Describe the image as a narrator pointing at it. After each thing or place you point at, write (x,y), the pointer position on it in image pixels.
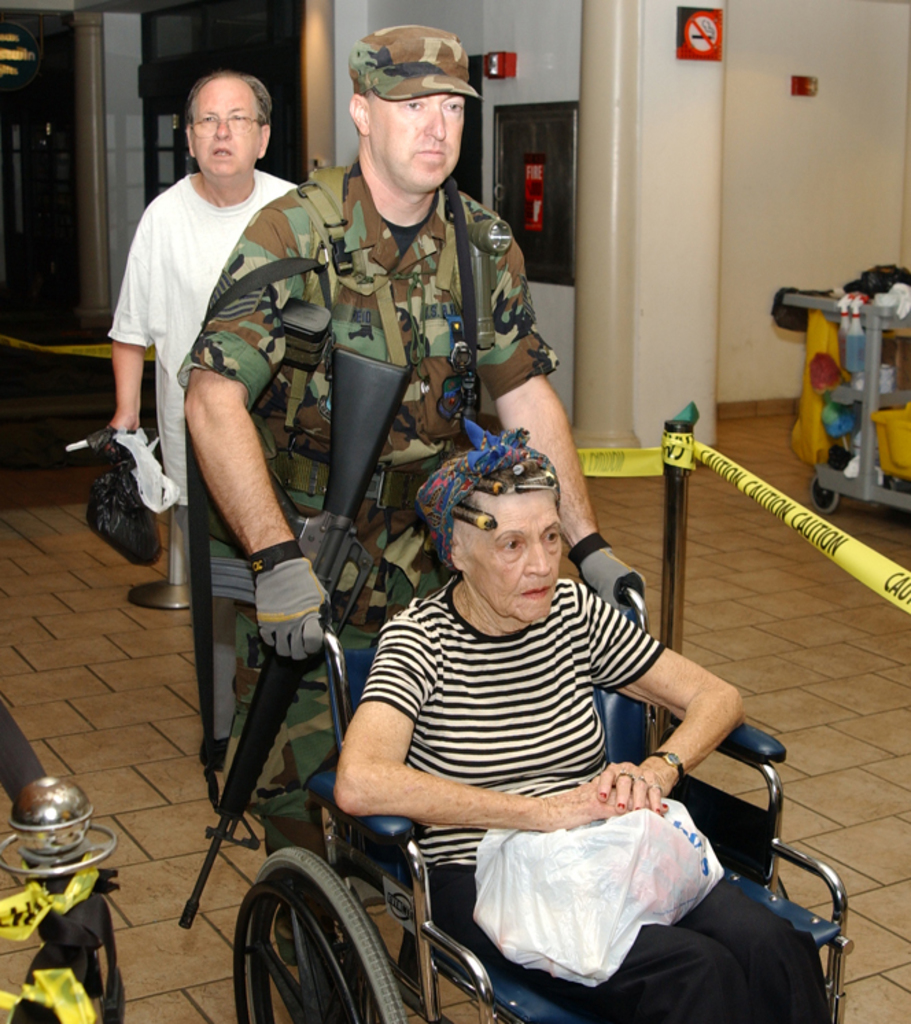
In this image there is an army personnel (295,480) holding the wheelchair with a woman (410,610) in it, behind the army personnel (441,585) there is a man (173,217) holding a bag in his hand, in the background of the image (586,464) there are metal rods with fence (627,464), there are pillars (607,264), fire extinguishers (532,206) and sign boards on the wall (660,179) and there is an object (845,404).
